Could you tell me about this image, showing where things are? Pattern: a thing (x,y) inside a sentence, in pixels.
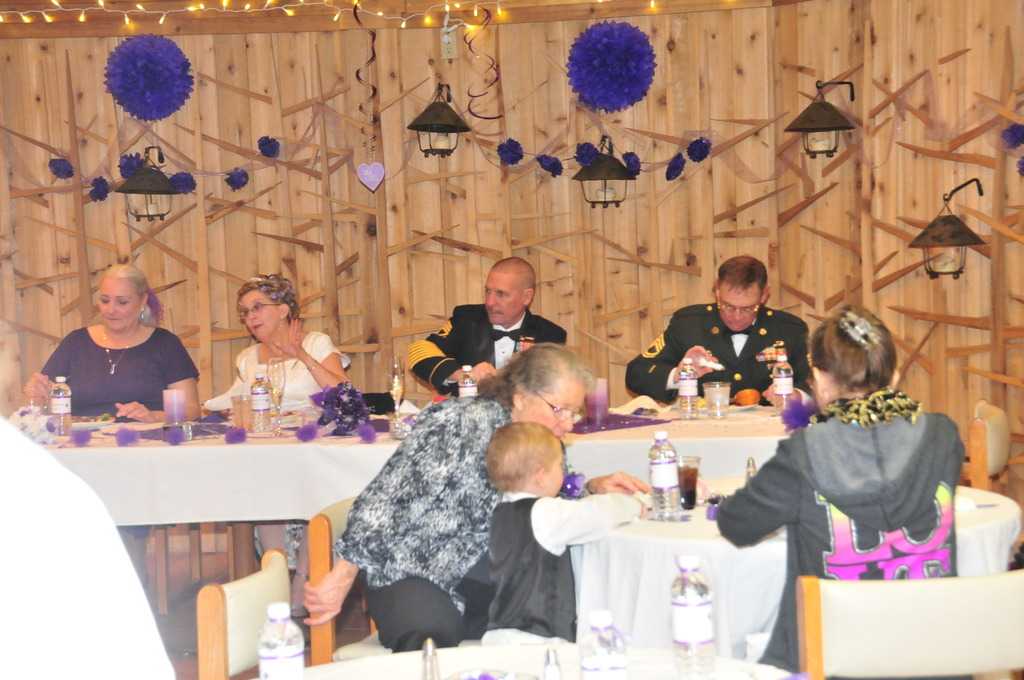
In this image I can see few people (856,365) are sitting on chairs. I can also see few tables (652,531) and on the table (635,426) I can see bottles (607,649) and glasses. In the background (151,169) I can see few decorations (127,81) and few lights (840,112) on this wall (574,197).
